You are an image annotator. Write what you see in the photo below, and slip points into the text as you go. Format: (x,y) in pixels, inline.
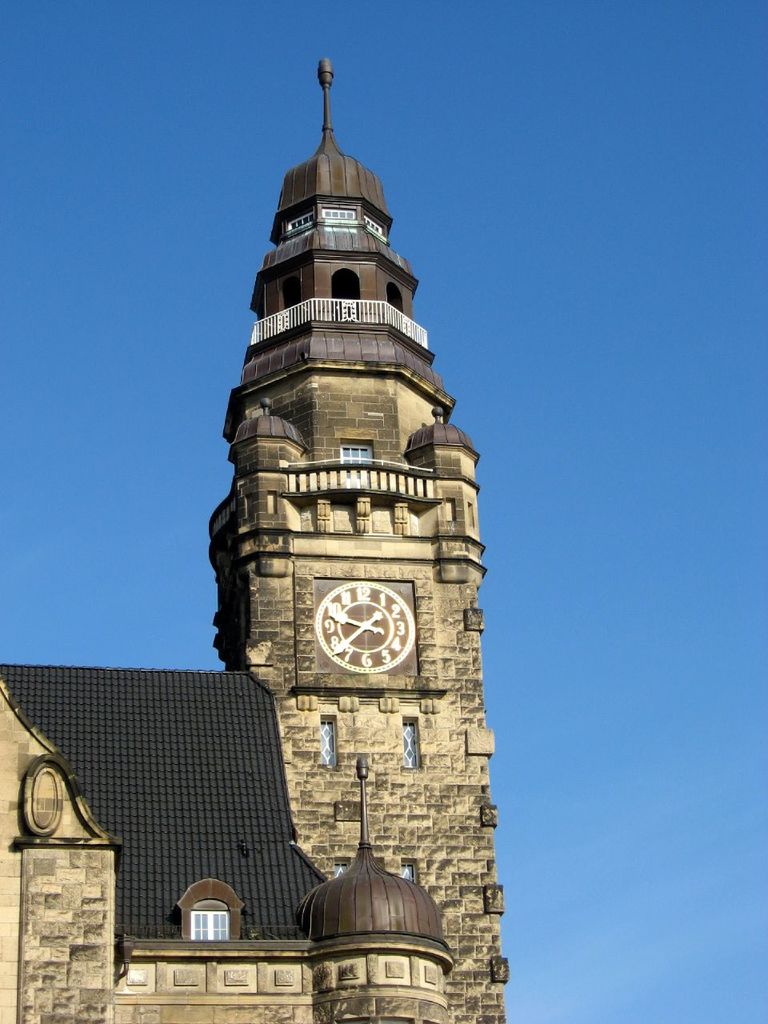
On the left side (176,860) bottom of the image (138,964), we can see a building (260,979), wall (260,982) and glass window (208,924). Behind the building (369,879), there is a tower (392,761). On the tower (378,719), we can see the clock (328,646), walls (402,733), glass windows (357,462), railings (390,465) and pole (328,100). Background (117,501) we can see the sky (756,327).
